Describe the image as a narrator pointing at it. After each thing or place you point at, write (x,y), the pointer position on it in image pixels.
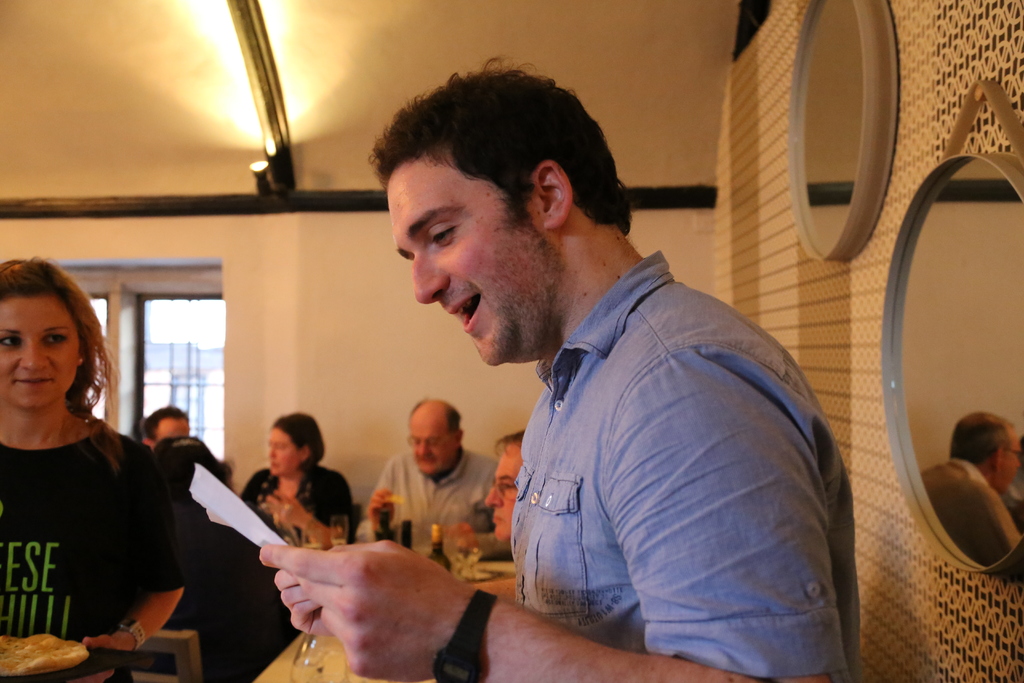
In this picture we can see a man (624,600) holding a paper (266,528). On the left side of the image (37,519), there is a woman (83,527) holding a food (27,658) on an object (74,676). Behind the two persons (31,489), there are people (279,518), a window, a wall (326,296) and light (230,75). On the right side of the image (827,114), there are two mirrors (832,192) attached to the wall (917,580) and one of the mirror (946,501) we can see the reflection (958,504) of a man (965,506) and a wall (968,322).
